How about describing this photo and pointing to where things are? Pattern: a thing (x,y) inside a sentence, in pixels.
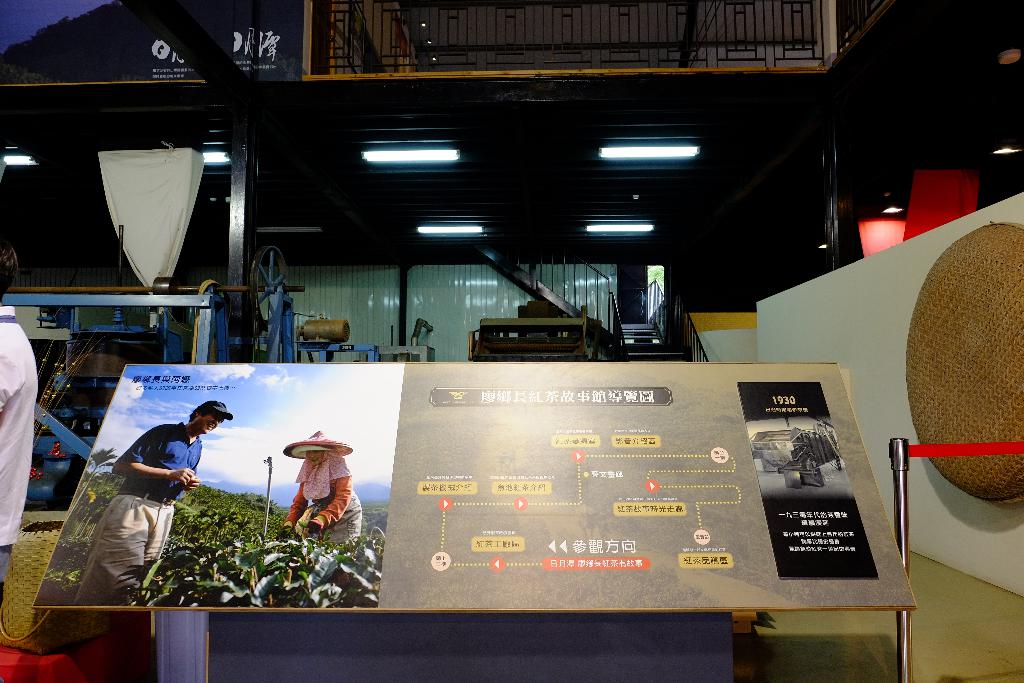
This picture is clicked inside the hall (133,113). In the foreground (429,388) we can see the text (184,381) and numbers (775,405) on the banner (598,385) and the pictures (176,369) of the sky (282,390), plants (266,540) and the two people (300,488) and pictures (797,456) of some other items (808,448). In the background (586,282) we can see the roof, lights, staircase (563,303), handrails (611,318), wall (475,293), some devices (251,298) and many other objects (1000,468). In the left corner (10,255) we can see a person (15,422) seems to be standing.
